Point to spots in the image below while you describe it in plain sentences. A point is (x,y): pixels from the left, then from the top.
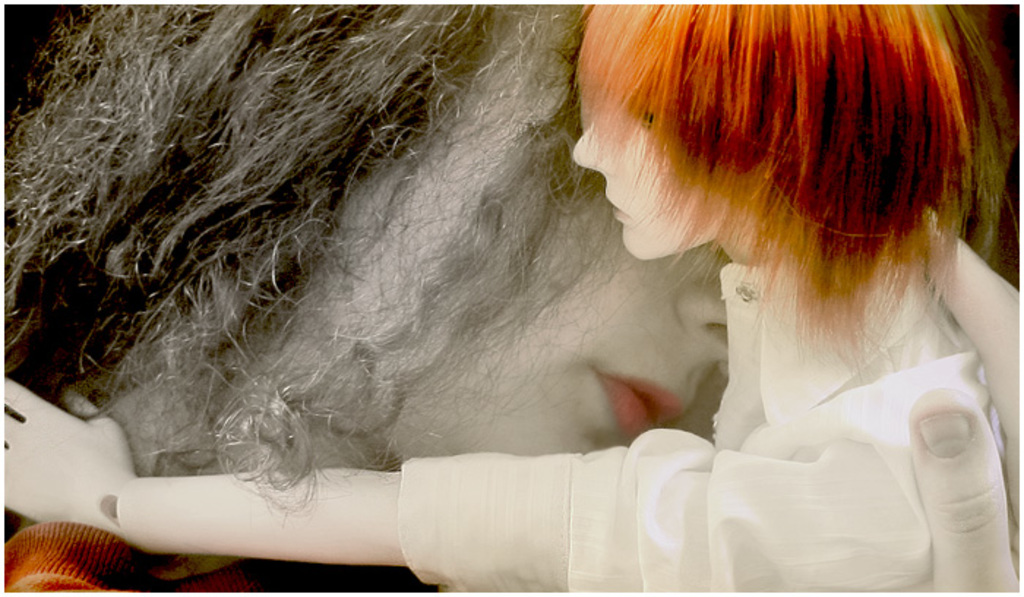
In this image we can see a doll (363,509) and a person (605,335), the doll (121,490) is holding the person (200,446).
